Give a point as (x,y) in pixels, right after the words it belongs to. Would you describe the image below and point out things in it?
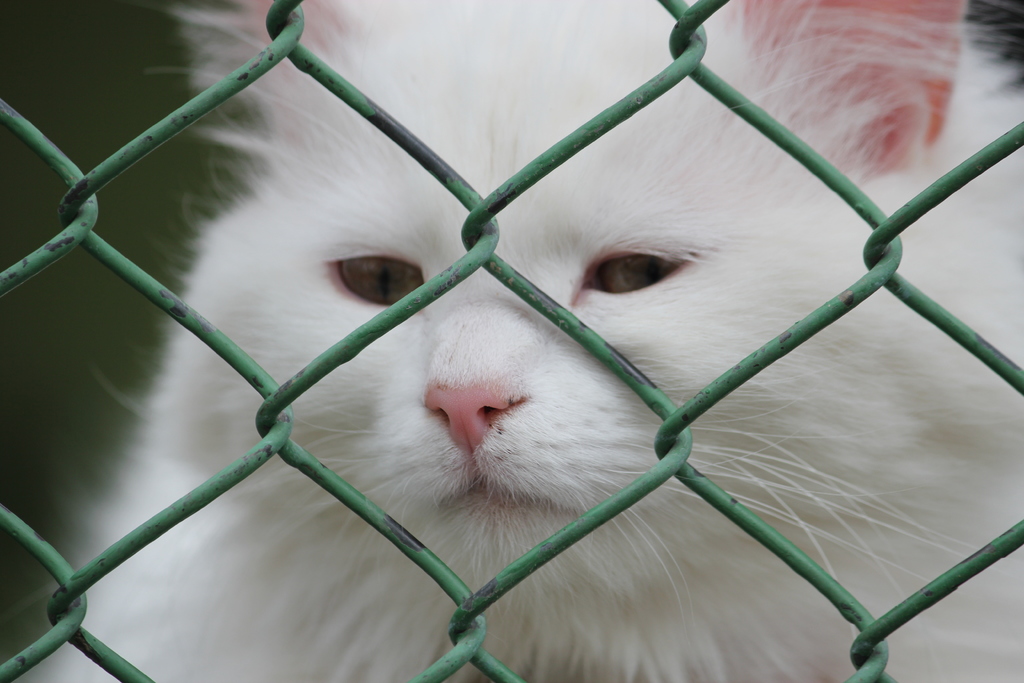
In the middle of the image (342,345) there is a mesh (481,604). Through the mesh (394,519) we can see there is a cat (306,82). The cat (721,183) is white in color.
